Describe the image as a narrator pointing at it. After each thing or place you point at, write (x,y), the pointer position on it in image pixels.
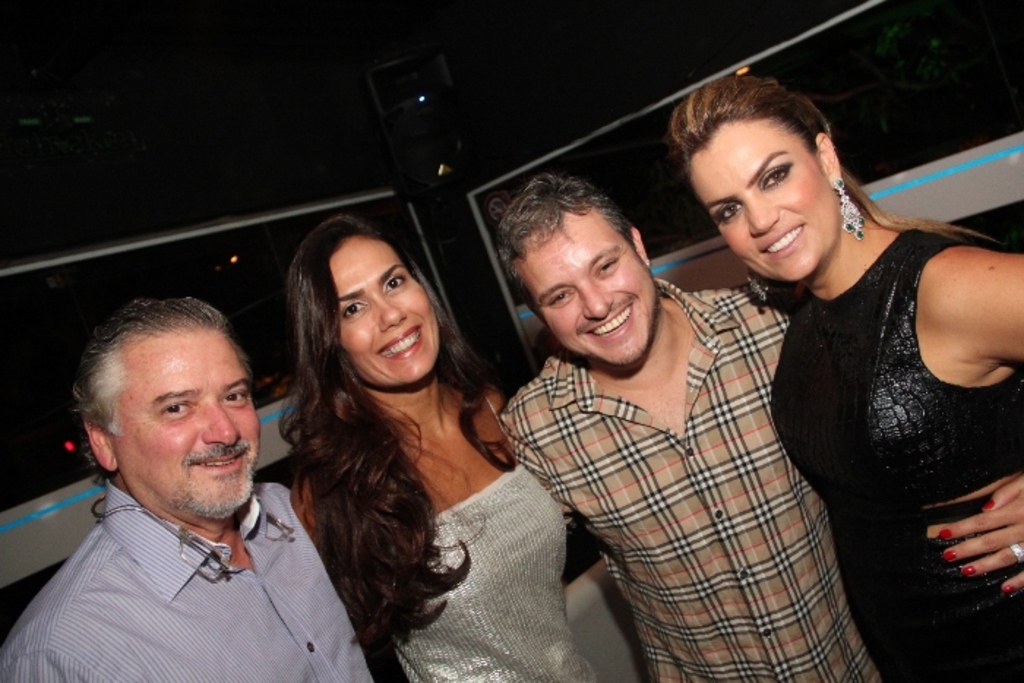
There are people (575,440) standing in the foreground area of the image (551,455), it seems like the walls (261,260) in the background (586,99).
